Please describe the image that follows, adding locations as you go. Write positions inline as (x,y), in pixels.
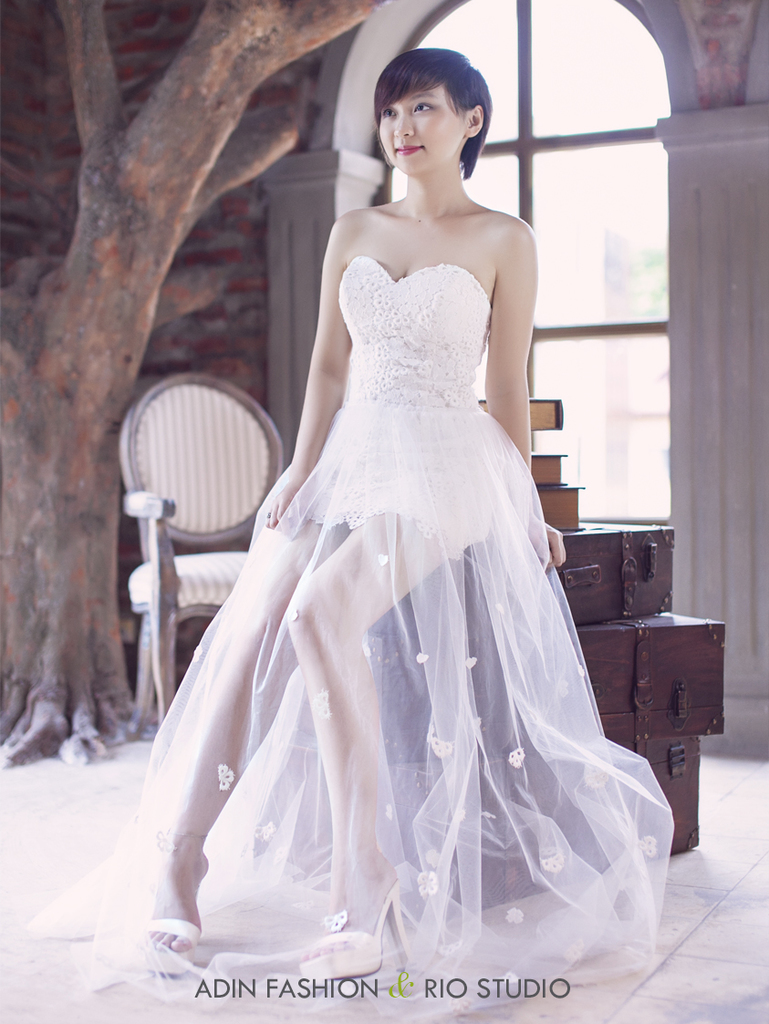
In front of the image there is a woman (326,880) and at the bottom of the image (350,999) there is some text (255,983), behind the woman (366,473) there is a chair (257,495) and some books (559,524) on the luggage boxes (569,571), behind the chair (161,443) there is a tree (159,253), behind the tree (158,280) there is a glass window (576,230) with pillars (284,263) on the wall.
